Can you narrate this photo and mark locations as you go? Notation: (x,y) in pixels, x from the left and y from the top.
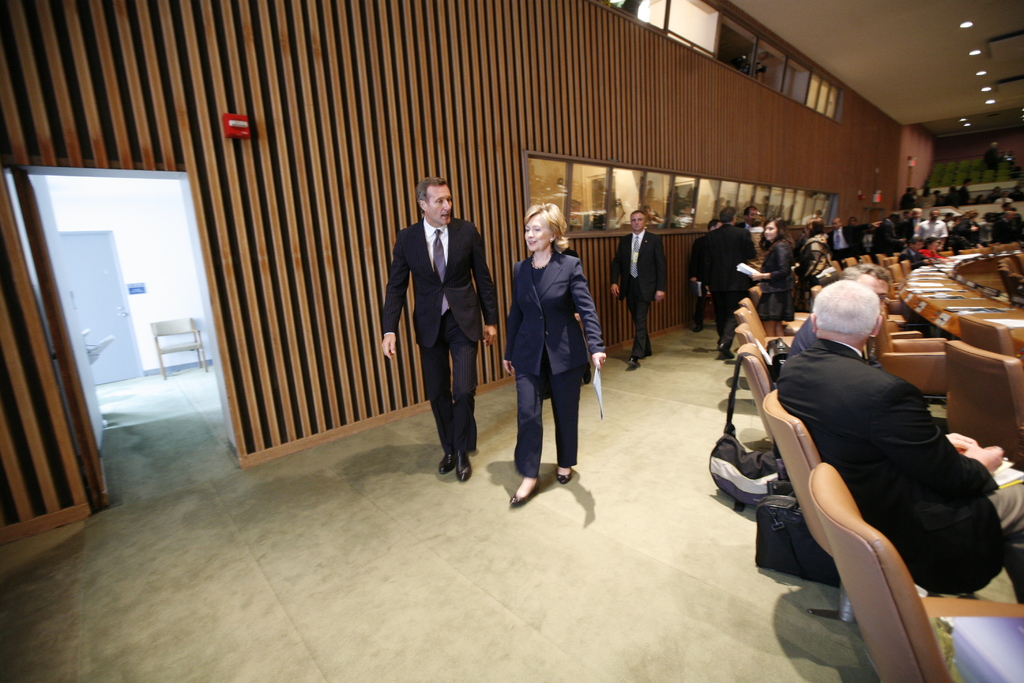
In this picture I can see a woman (533,364) who is walking with a man (429,341). On the right (902,478) I can see many people (906,253) were sitting on the chair (918,610) near to the table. On the table (951,286) I can see the papers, mics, files (987,309) and other objects (953,313). On the left (118,307), through the door (154,345) I can see the chair (186,326) which is placed near to the exit door (104,317). In the top right (990,106) I can see the lights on the roof (942,41) of the hall (914,79).
